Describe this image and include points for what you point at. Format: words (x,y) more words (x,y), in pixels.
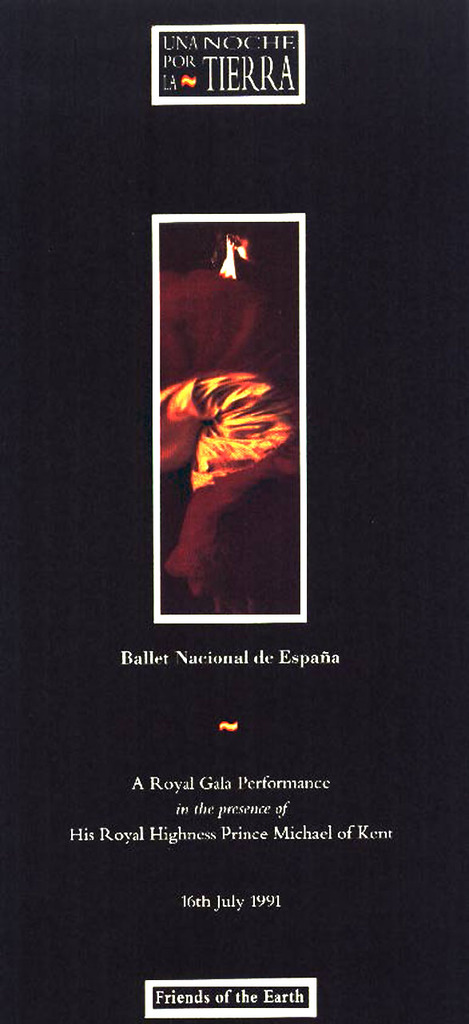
This is a poster (275,659) with some text (292,91) and image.
